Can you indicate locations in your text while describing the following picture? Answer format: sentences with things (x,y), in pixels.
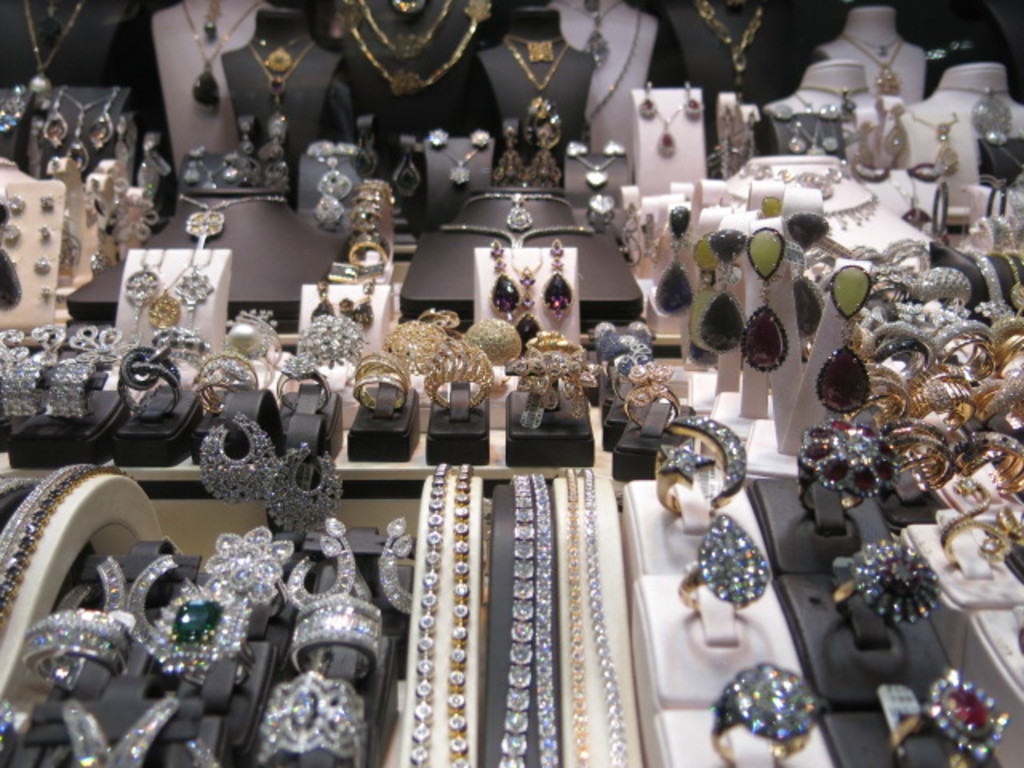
In the image there are a lot of jewelry items (706,334) kept one beside another.
